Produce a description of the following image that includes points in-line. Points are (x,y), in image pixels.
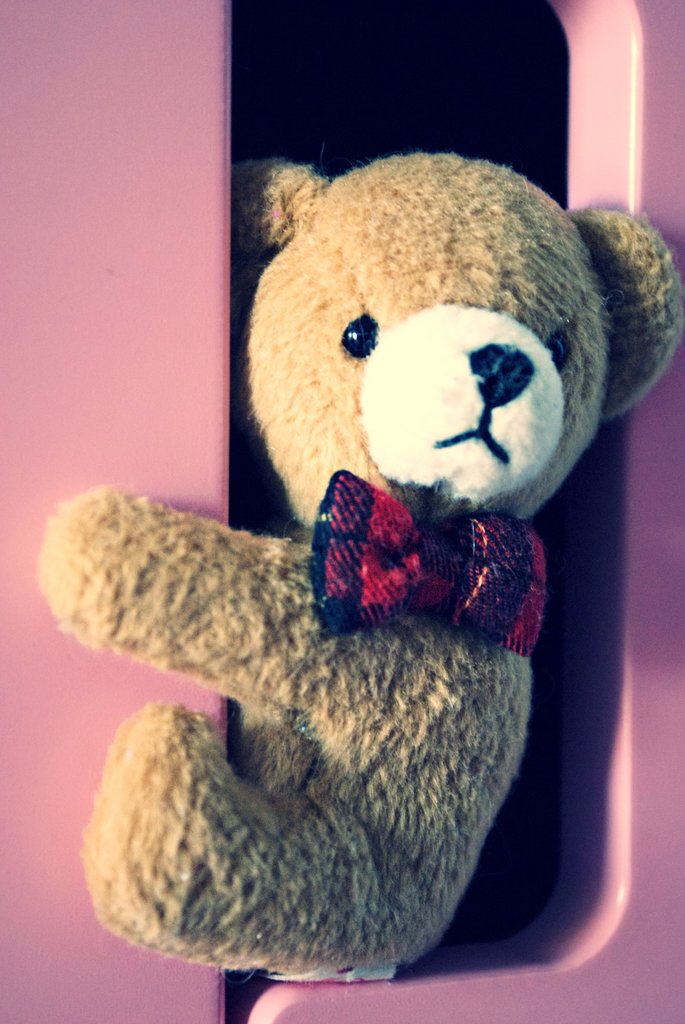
In this image there may be a letter box (466,88), in which there is a teddy bear (332,329).
